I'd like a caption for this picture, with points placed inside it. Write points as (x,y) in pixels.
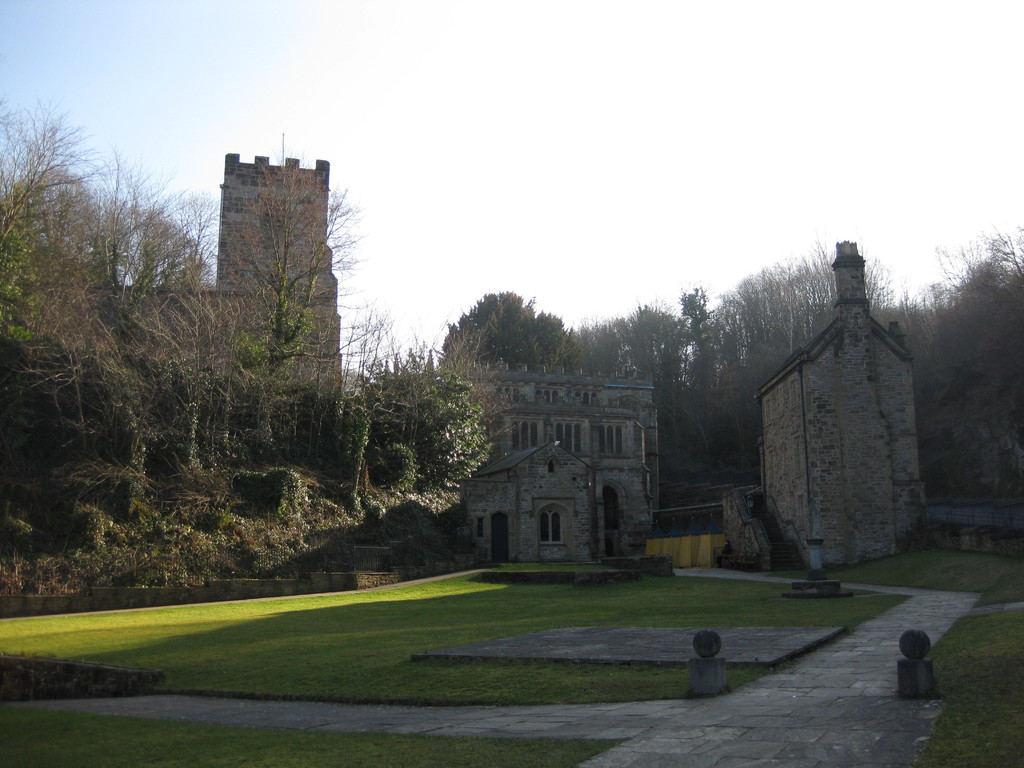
In the foreground of this image (648,721), there is path (794,733) and grasslands (392,661). In the middle (593,456), there are buildings (836,342) and trees (804,342). At the top (298,52), there is the sky (199,43).
